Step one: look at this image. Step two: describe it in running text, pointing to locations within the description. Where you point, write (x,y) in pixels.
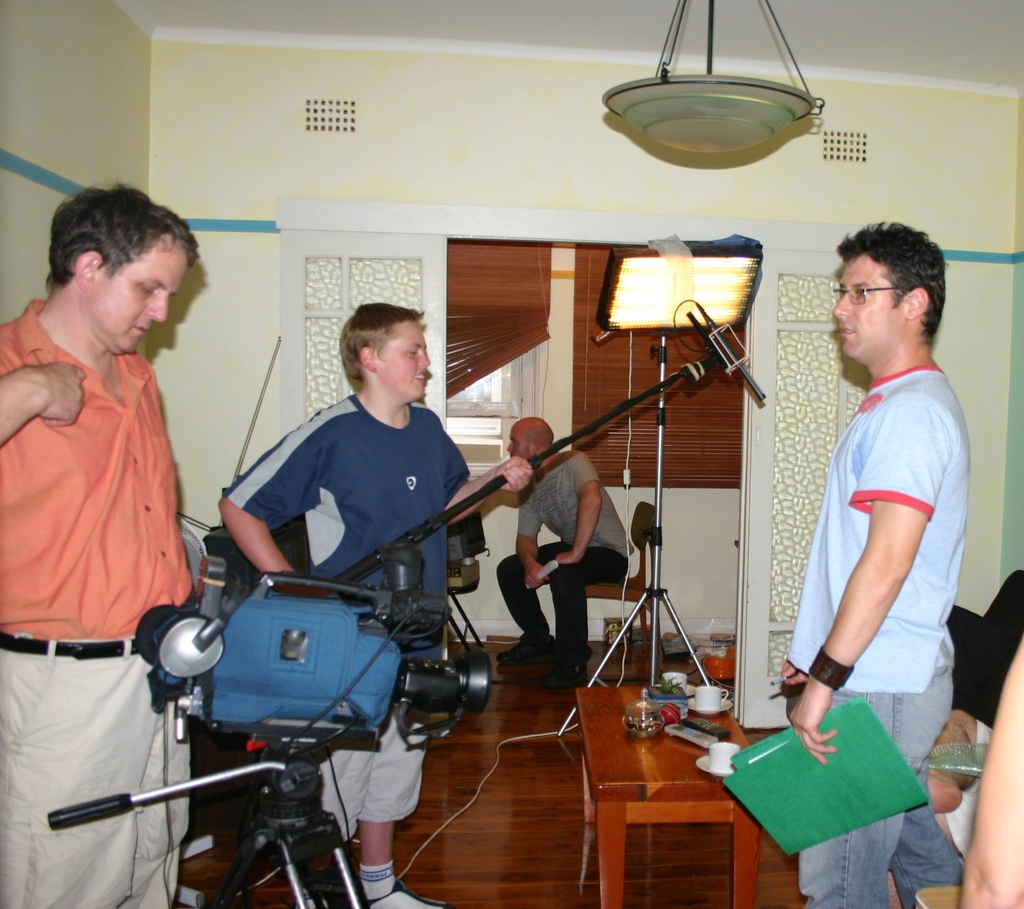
There are people (116,782), this man (817,669) holding a file (818,780) and this man (404,432) holding a stick (570,439). We can see camera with stand (247,828) and we can see cups (702,708) and objects (648,702) on the table (596,793). In the background (456,254) we can see doors (443,255), light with stand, wall (703,547) and windows (502,382).
